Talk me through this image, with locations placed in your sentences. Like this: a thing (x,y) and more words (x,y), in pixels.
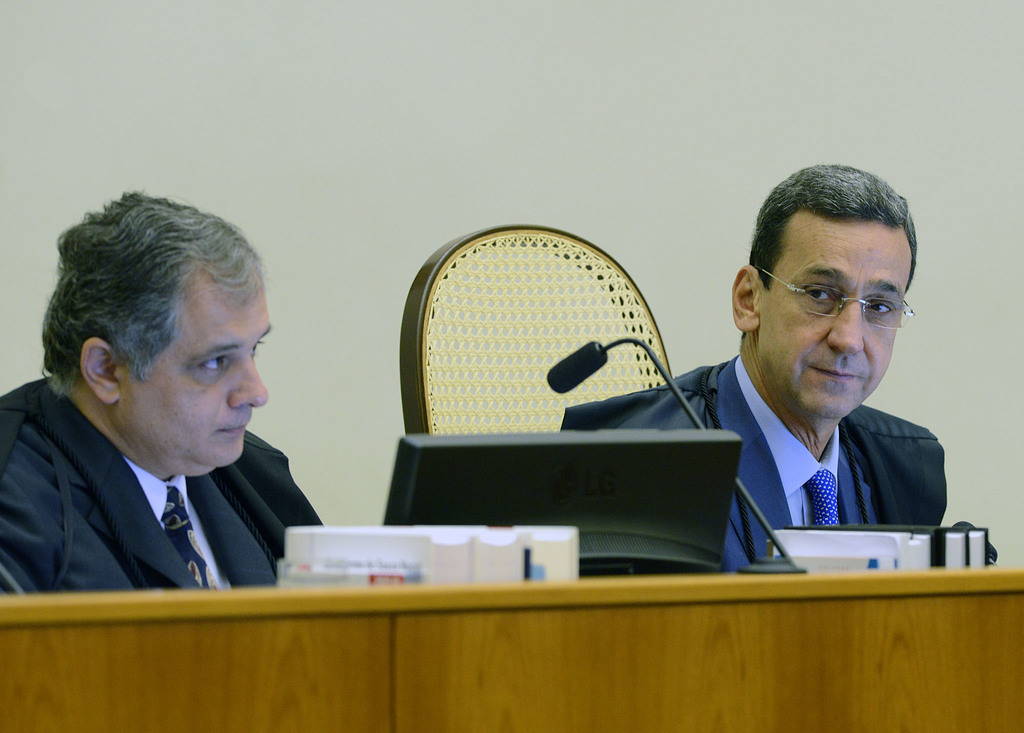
In this image there are two men (746,334) sitting in the chairs (521,280). In front of them there is a table (718,616) on which there is a mic (643,346), desktop (632,482), books (486,575) on it. In the background (441,96) there is a wall (446,100).
